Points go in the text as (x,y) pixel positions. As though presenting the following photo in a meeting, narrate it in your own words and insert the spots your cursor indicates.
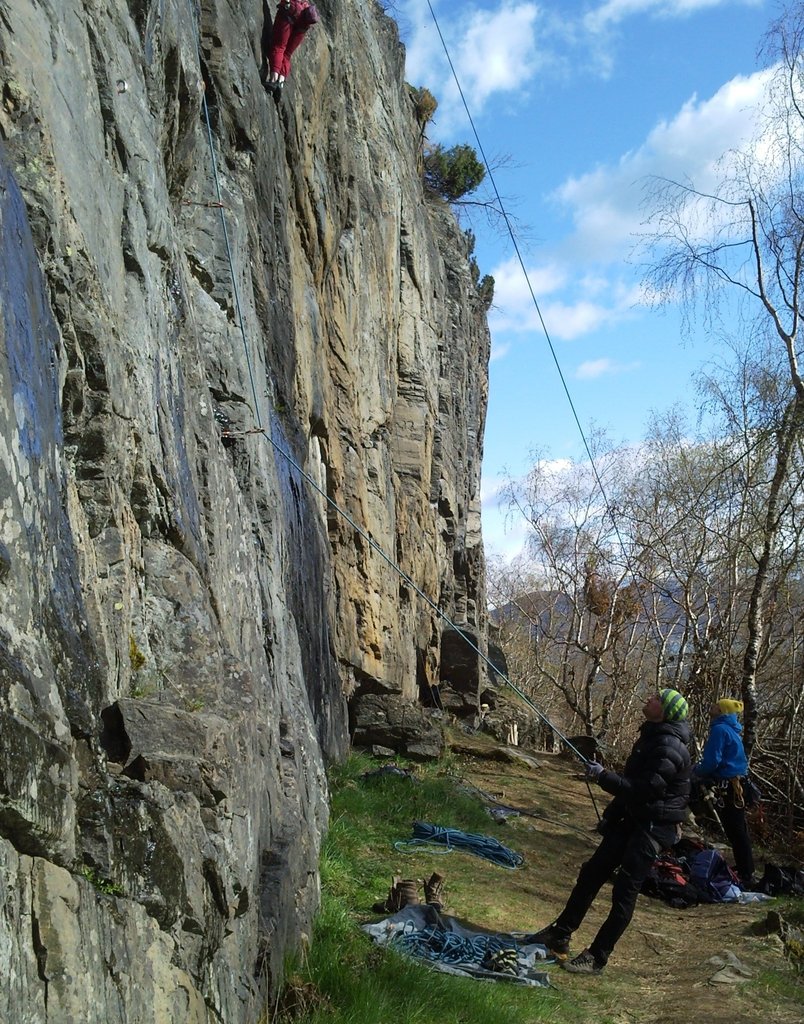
There is a person (665,834) standing and holding a rope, behind this person (633,853) we can see another person (737,712). We can see clothes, footwear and objects (669,878) on the surface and grass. There is a person (281,62) climbing on a rock (316,64). In the background (684,582) we can see trees (791,598) and sky (531,336) with clouds (779,94).
